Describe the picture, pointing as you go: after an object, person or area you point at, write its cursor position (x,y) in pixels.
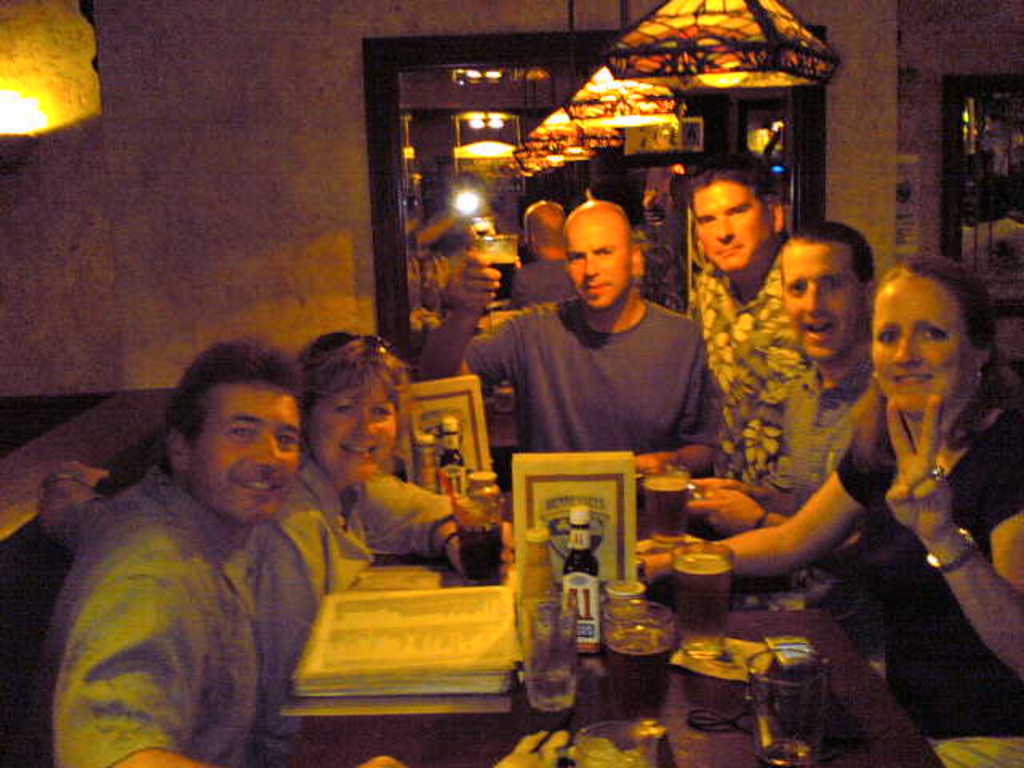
In this room (645,145) there are six people (197,581). All are happy as they are smiling. In the middle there is a table (467,736). On the table (671,684) there is glass (552,616), bottle (568,583), card (458,678). There are four men (692,511) and two women (388,417). There are lights (681,58) on the top of the table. There is mirror (440,123) in the background (442,172).
